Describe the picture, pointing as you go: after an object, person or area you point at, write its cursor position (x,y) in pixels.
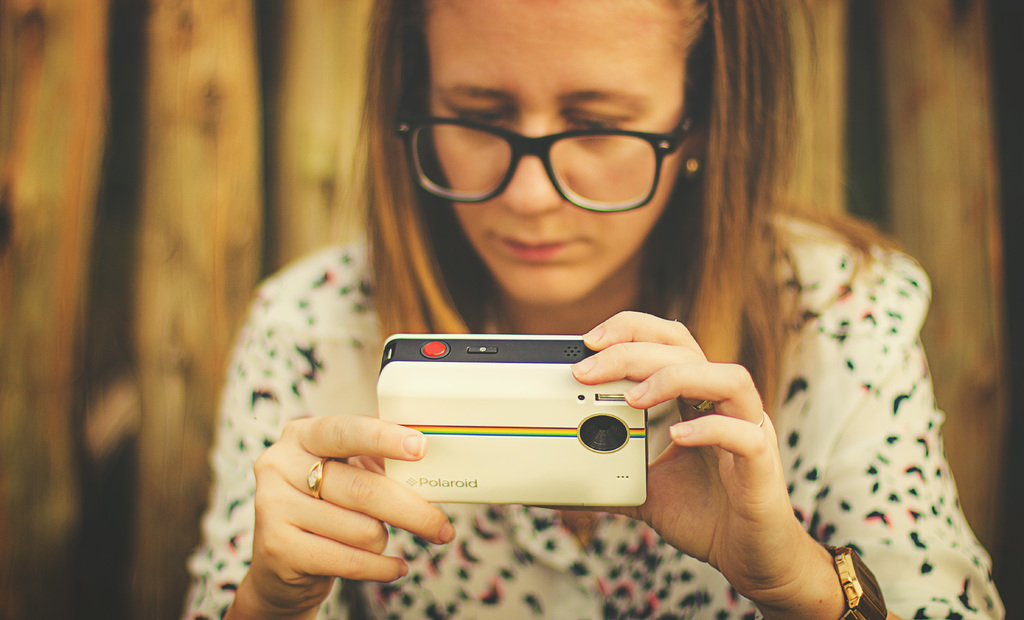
In this picture a woman (743,17) holds a camera (510,399) in her hands (669,489).
